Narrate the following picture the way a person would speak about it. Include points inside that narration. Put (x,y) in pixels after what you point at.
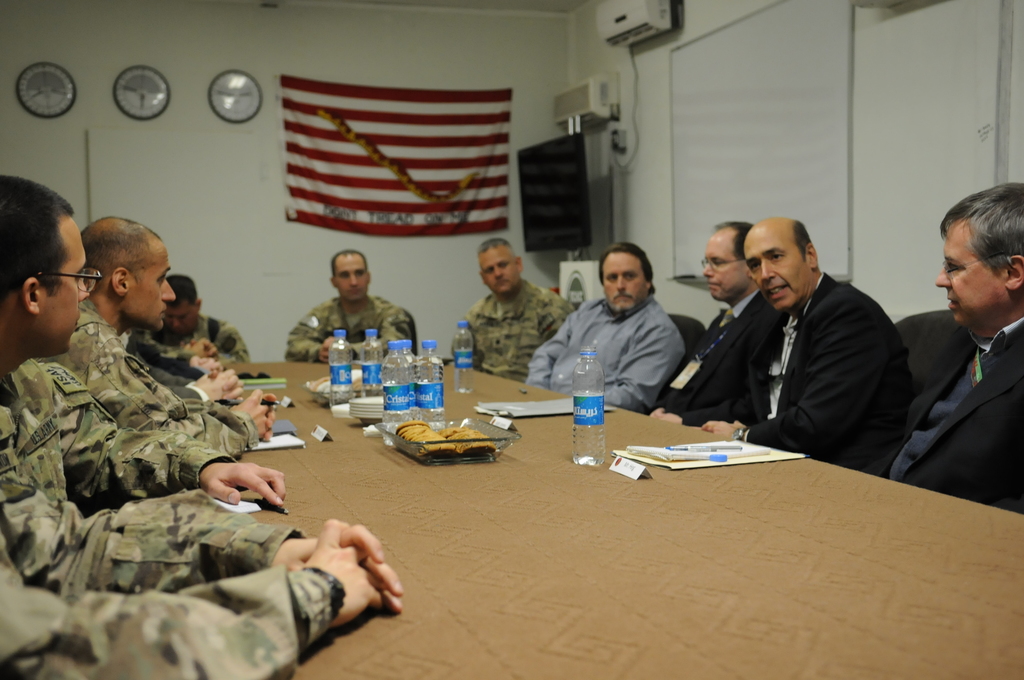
In this image we can see a group of people (586,319) sitting on the chairs (921,354). Here we can see a man (864,380) on the right side (864,308) is speaking. Here we can see the table (735,621) on the floor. Here we can see a glass bowl (476,451), plates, water bottles (441,392) and files (502,414) are kept on the table (716,492). Here we can see the clocks (153,116) and a flag (370,197) on the wall (189,78). Here we can see the air conditioner (625,36) on the wall (664,66). This is looking like a television (561,162). Here we can see the screen (817,116) on the right side (819,114).
